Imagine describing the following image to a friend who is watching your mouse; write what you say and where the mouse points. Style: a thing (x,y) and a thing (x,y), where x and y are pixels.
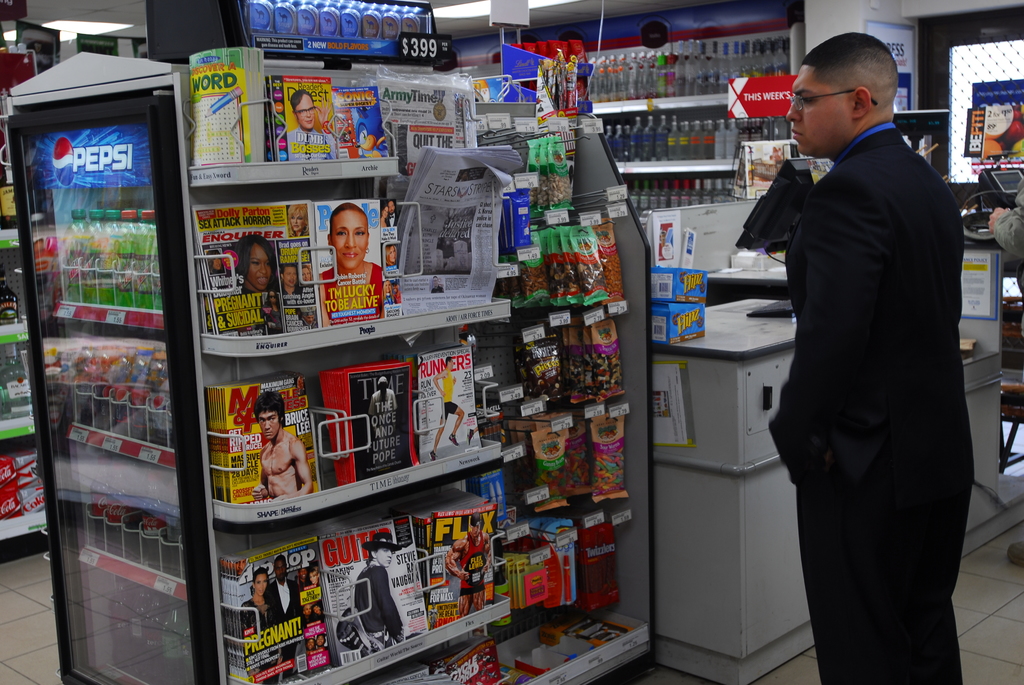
The image is taken inside the store (702,588). On the right side (815,573) there is a man (846,353) standing. He is wearing a suit (846,284). On the left (128,610) there is a refrigerator (162,575) and we can see drinks (102,376) placed in the refrigerator (104,453) and there are racks (559,609). There are books (399,422) and some goods (599,252) placed in the racks (574,615). In the background (648,112) there are bottles (729,126) placed in the shelf (652,168). At the bottom (666,562) there is a counter (671,469).
